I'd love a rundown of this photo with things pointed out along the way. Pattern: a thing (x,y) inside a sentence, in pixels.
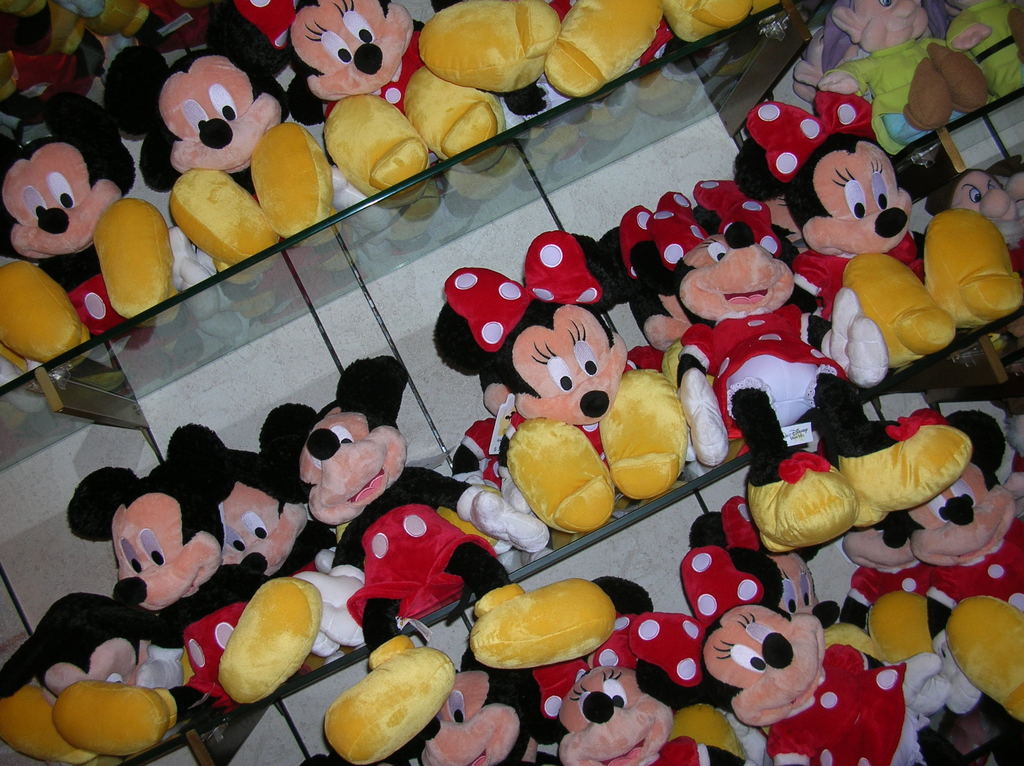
This image consists of shelves (125,387). There are so many dolls (576,413) of Mickey mouses (438,492).
